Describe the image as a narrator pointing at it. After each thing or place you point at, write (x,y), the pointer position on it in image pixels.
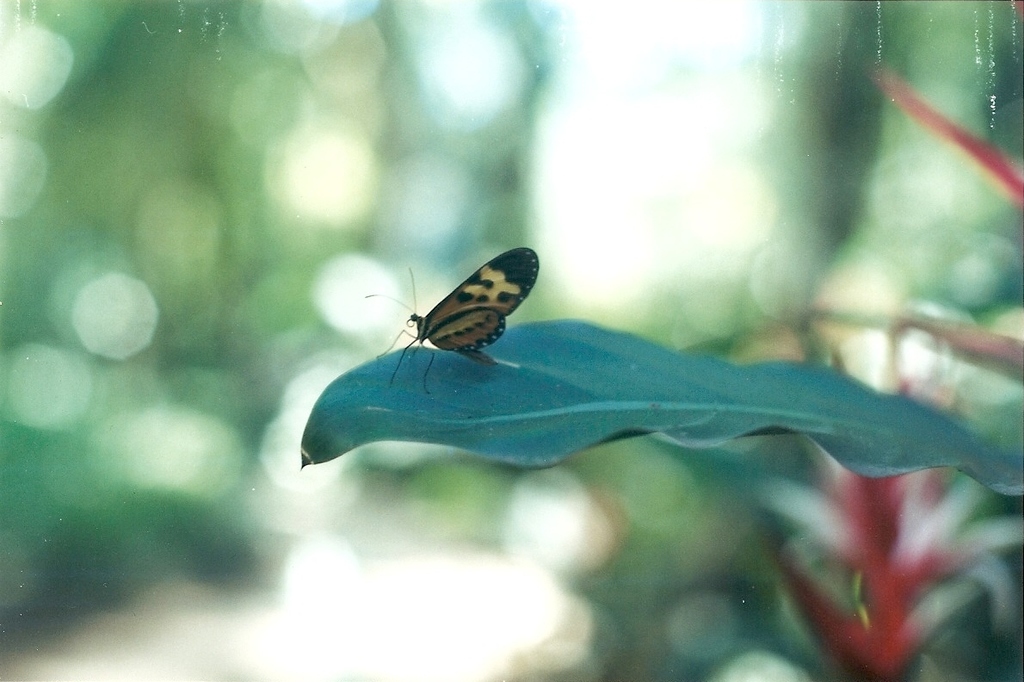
In this image we can see a butterfly (443,311) on the leaf (939,427) and there is a flower (965,559). There is a blur background (606,506).
